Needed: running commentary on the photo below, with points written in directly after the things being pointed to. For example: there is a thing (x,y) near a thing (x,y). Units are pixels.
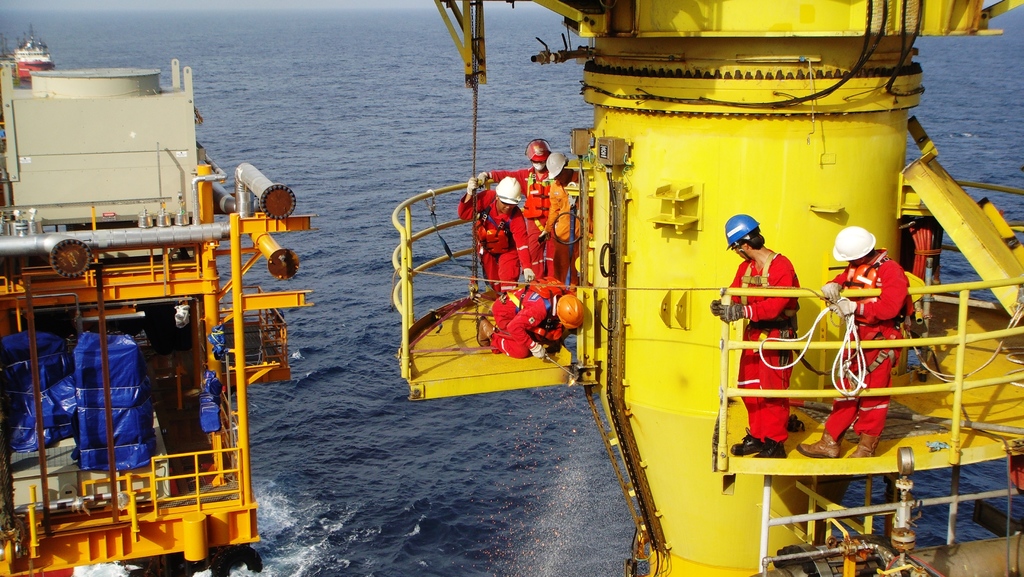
In the foreground of this picture (596,245), there are men (870,307) standing and working on a ship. In the background (316,94) there is a ship (31,55) and water (247,70).
